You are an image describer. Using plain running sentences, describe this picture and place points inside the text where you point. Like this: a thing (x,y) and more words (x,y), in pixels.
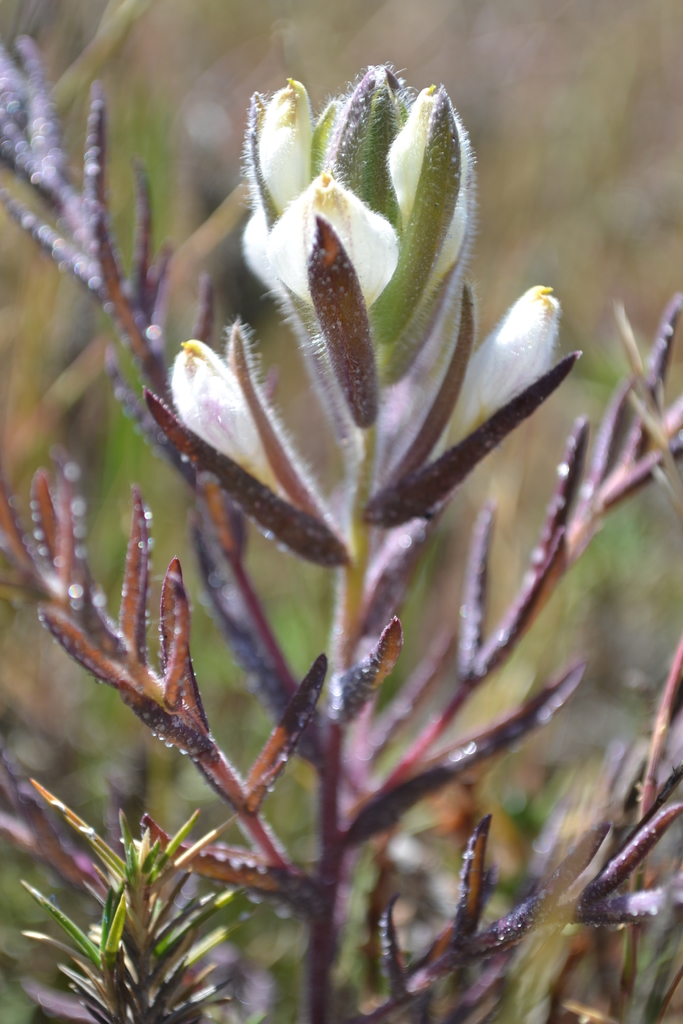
In this picture, we can see plants (409,498), flowers (397,461), and the blurred background (106,570).
